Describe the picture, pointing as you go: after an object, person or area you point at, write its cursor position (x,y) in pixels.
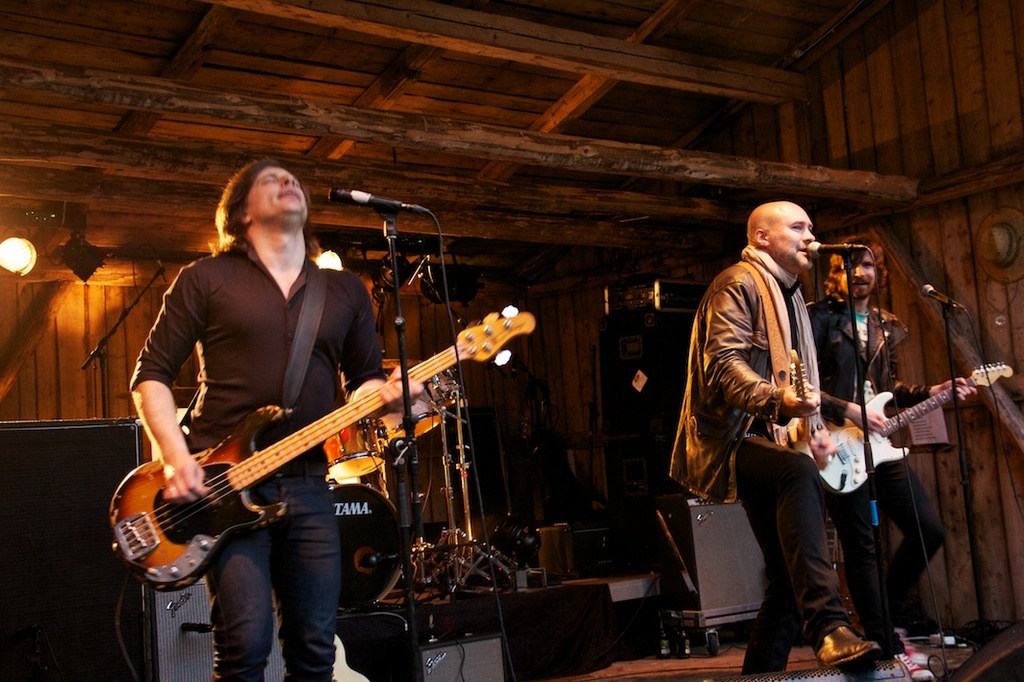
This image might be clicked in a musical concert. There are three people (819,407), all of them are playing guitar (858,463) and one is singing something. One is on left side (305,461) and other one is on right side (785,320). There is a light (23,259) on the left side (18,271). There are speakers (89,498) in left side (129,575) bottom corner.
